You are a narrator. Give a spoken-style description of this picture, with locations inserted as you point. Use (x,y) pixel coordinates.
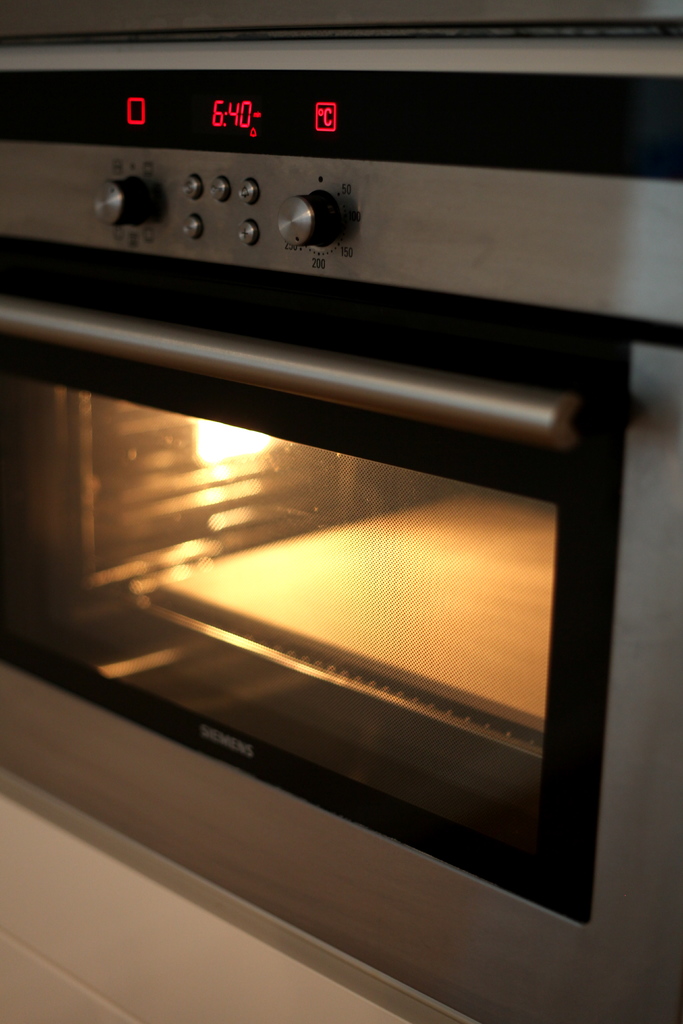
In this picture we can see a microwave oven (275,603) on the platform (83,860).
